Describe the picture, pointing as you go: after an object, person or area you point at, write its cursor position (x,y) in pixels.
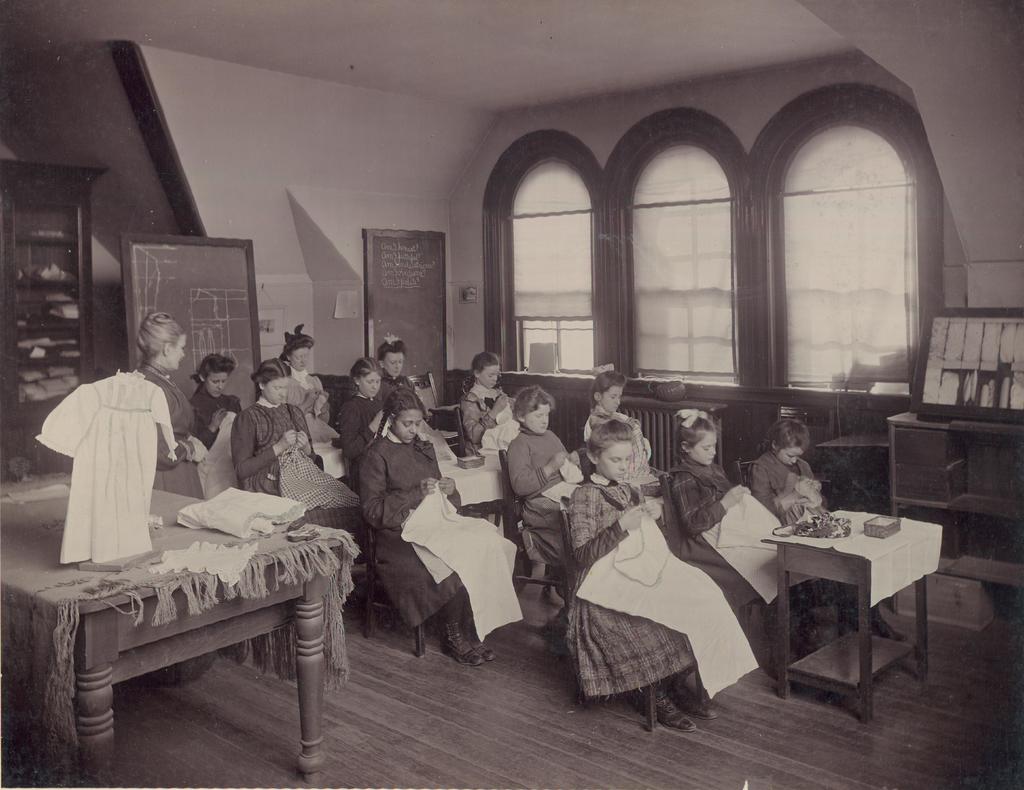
This picture shows, many children (390,514) sitting in the chair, holding a clothes (494,550) in their hands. There are stitching with a needle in their hands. In the background (420,308) there are two boards (385,276) and a wall (371,160) here.
